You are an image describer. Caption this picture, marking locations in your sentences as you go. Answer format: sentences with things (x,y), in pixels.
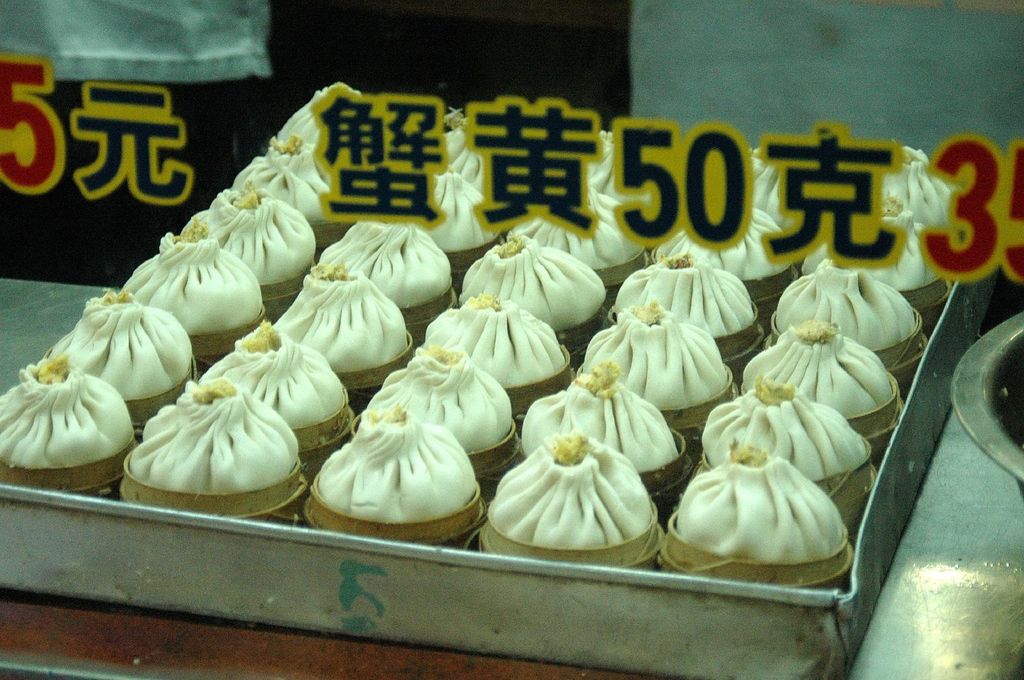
In this image we can see some food items (239,445) in the tray (577,567), which is on the table (992,470), also we can see the text (981,243) on the glass (746,127).
